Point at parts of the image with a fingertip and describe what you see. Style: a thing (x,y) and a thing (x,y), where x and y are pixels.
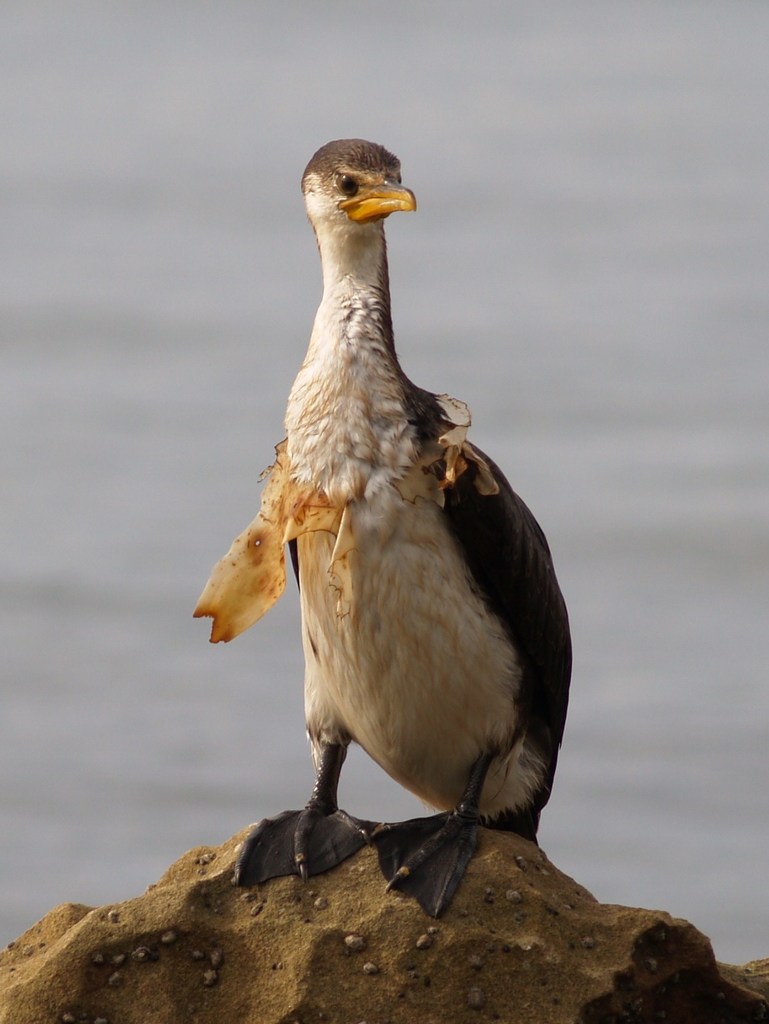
In this image there is a bird (346,578) standing on the stone (356,925) and the background (130,793) is blurry.
